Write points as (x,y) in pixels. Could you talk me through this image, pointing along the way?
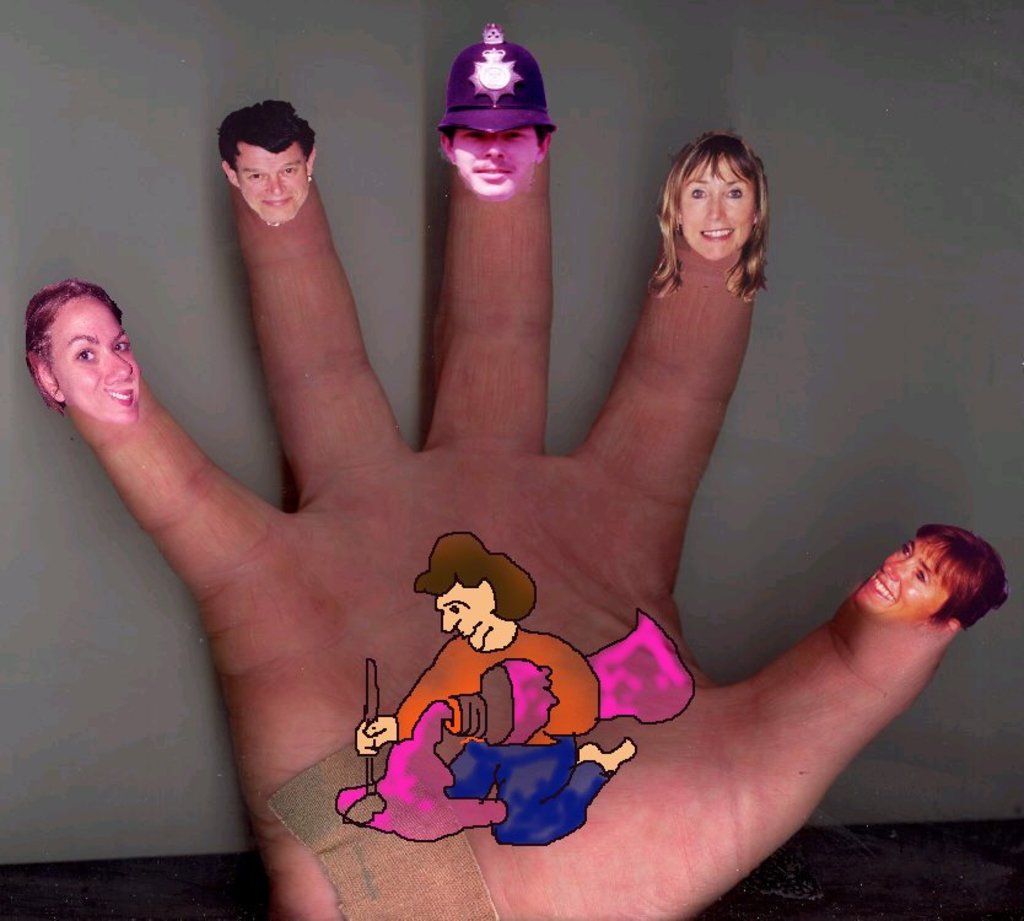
In this picture we can see the hand (243,683) of a person (282,295). On the tip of the fingers (950,541) we can see the stickers (923,588) of the persons (921,571). On the hand palm (489,872) we can see the stickers (454,576) of a person (561,712) holding a bottle (516,694) and a brush (369,771). We can see a band-aid (431,886).
